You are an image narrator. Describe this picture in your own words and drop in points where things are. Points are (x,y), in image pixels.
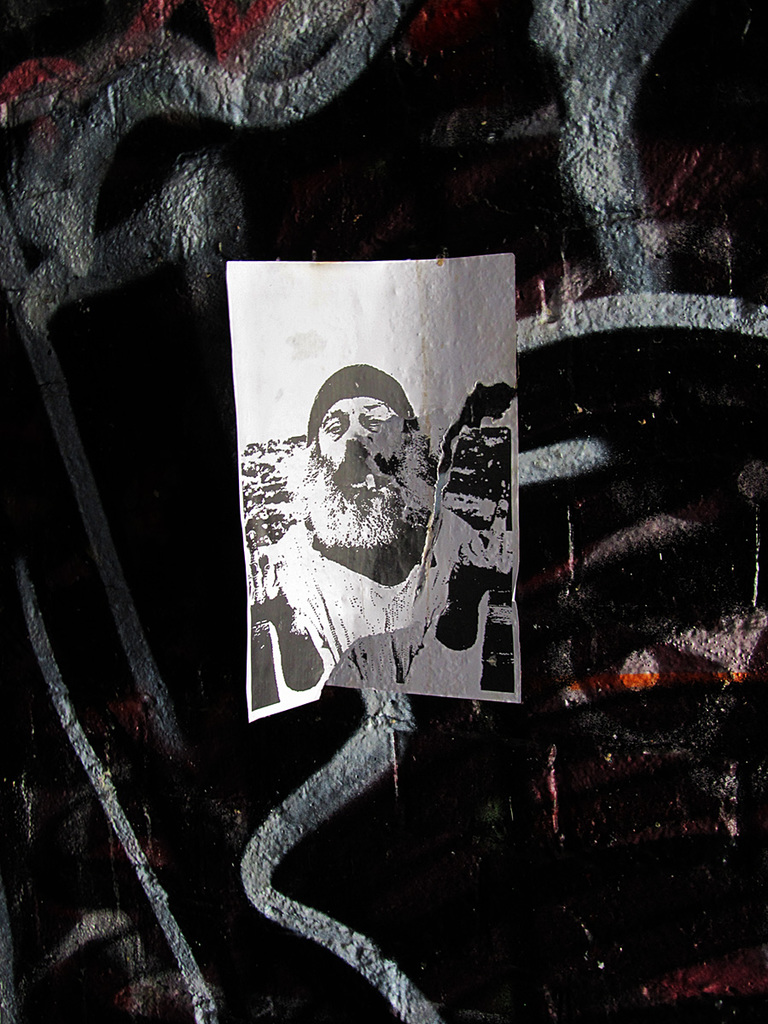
This is the picture of a white and black picture (350,558) which is on the wall (650,184).
